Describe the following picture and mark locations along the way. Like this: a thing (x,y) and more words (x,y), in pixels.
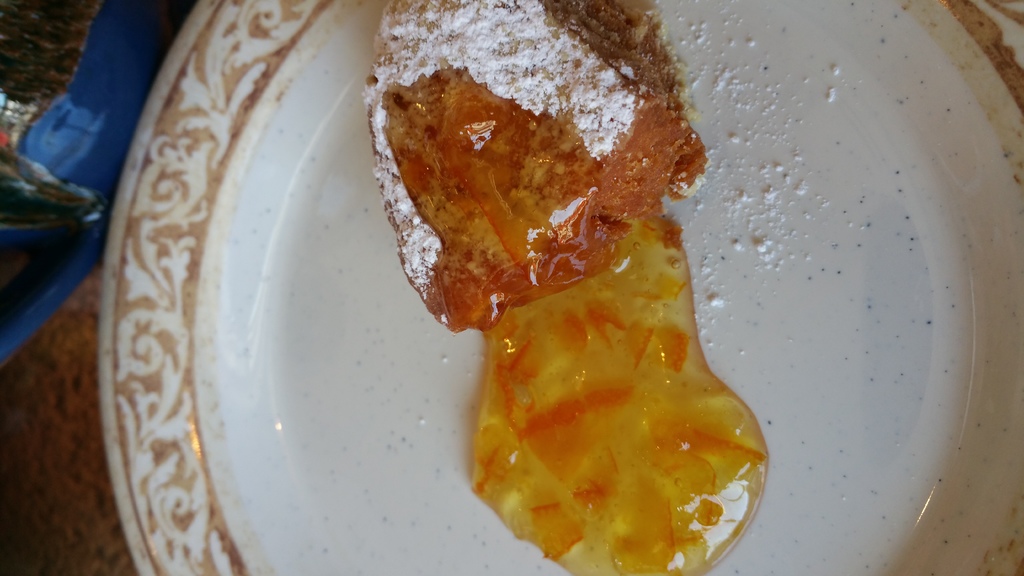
Here in this picture we can see some food item (616,336) present on a plate (176,170), which is present on the table (111,552) over there.
